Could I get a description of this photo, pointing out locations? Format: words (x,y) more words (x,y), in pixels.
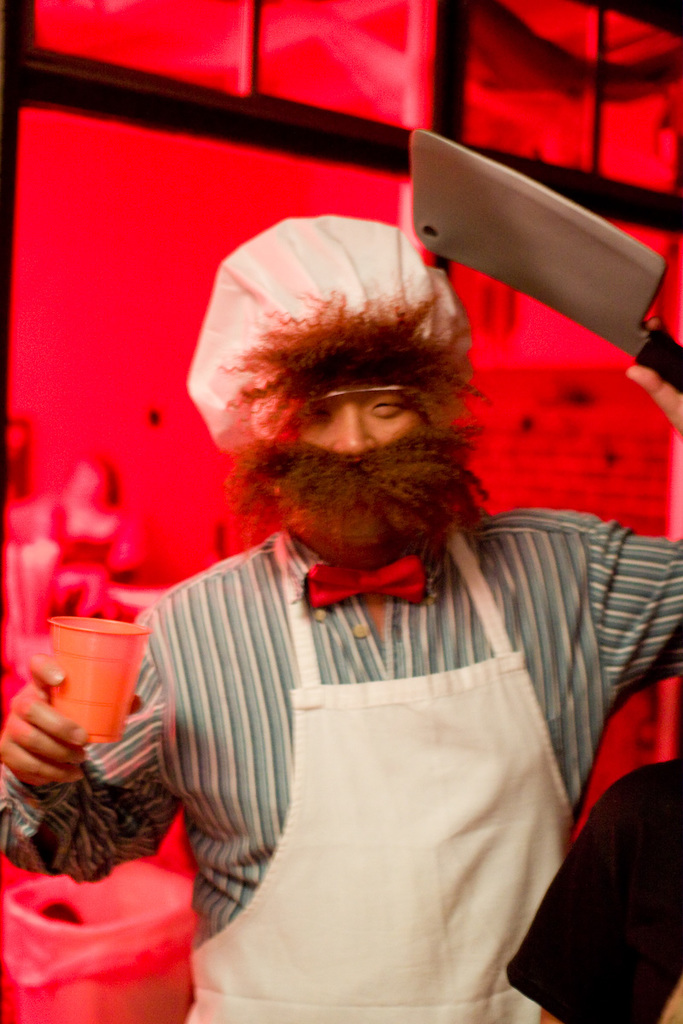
In this image we can see a person (204,704) holding a glass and a knife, behind him there is a dustbin (140,921), a photo frame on the wall (475,350), the background (197,177) is red in color.
